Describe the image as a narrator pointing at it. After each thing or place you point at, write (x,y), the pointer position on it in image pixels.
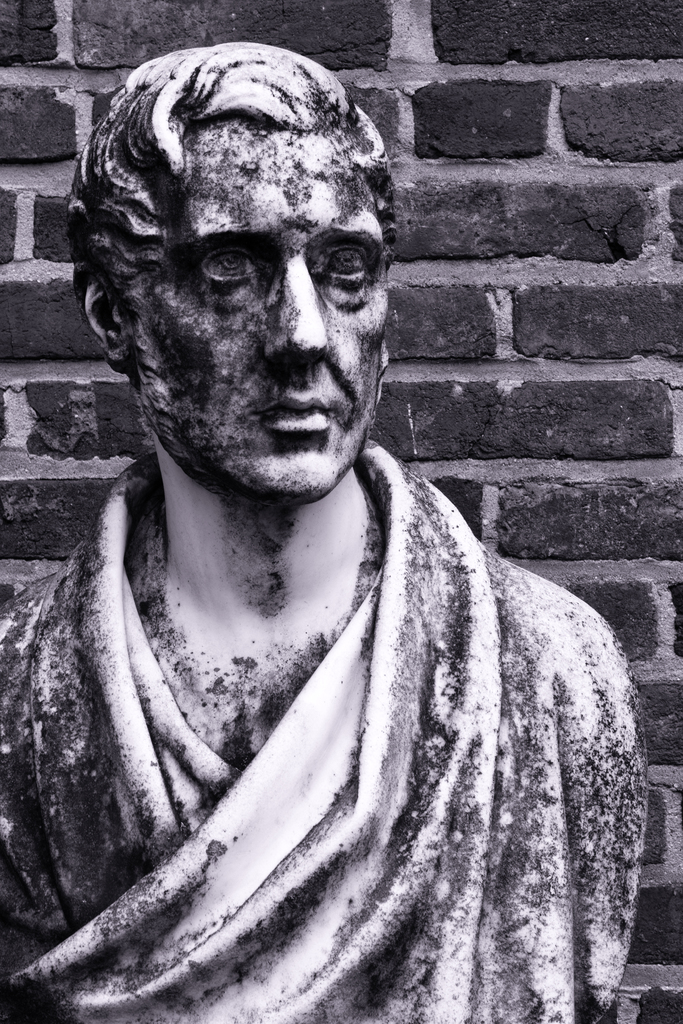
In this picture I can see a sculpture (195,949) of a person (217,877), behind we can see a brick wall (520,347).
